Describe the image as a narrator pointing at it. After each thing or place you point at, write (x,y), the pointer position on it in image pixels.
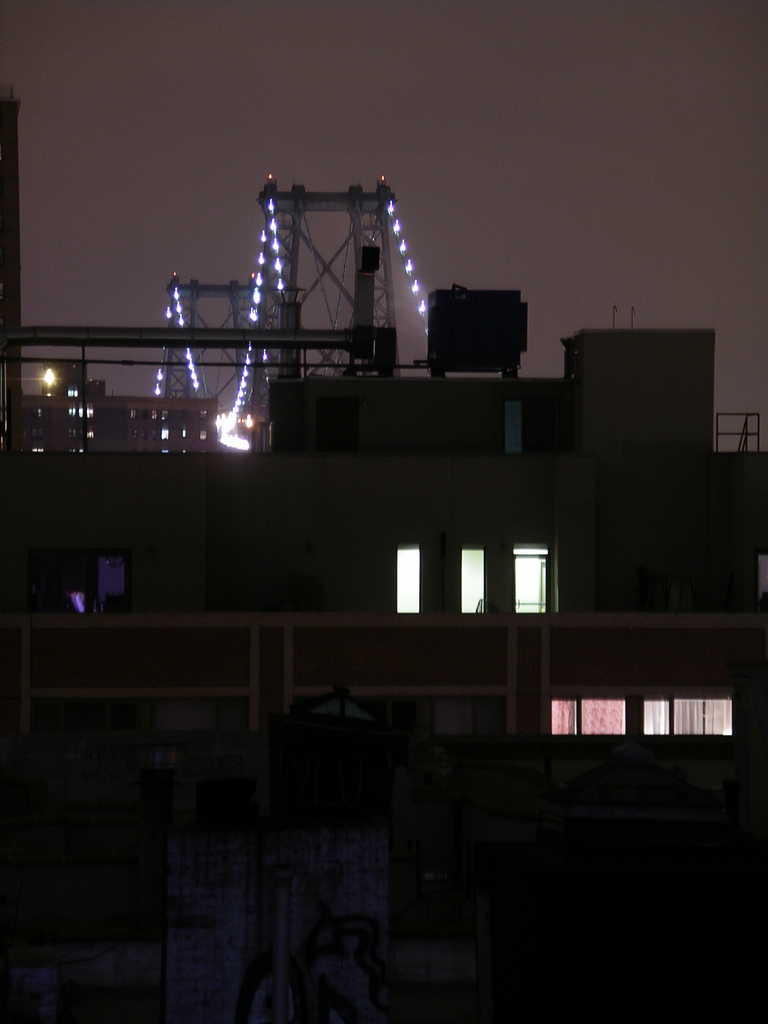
In this image there are buildings (424,542) and we can see a bridge (221,431). There are lights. In the background (484,256) there is sky (449,117).
